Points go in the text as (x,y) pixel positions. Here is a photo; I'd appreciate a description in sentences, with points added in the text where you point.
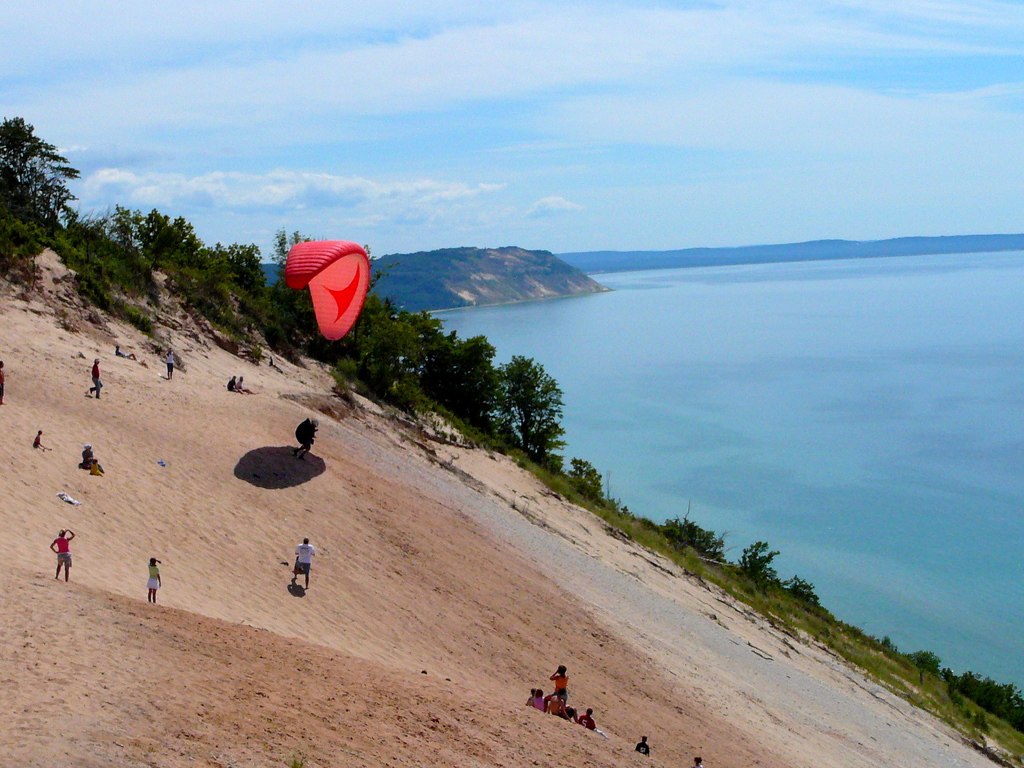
On the left side of the image (298,450) we can see a person (315,435) paragliding and some of them are sitting. We can see people (59,543) standing. In the background (573,452) there is a sea (632,370), hill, trees (363,313) and sky (228,142).
